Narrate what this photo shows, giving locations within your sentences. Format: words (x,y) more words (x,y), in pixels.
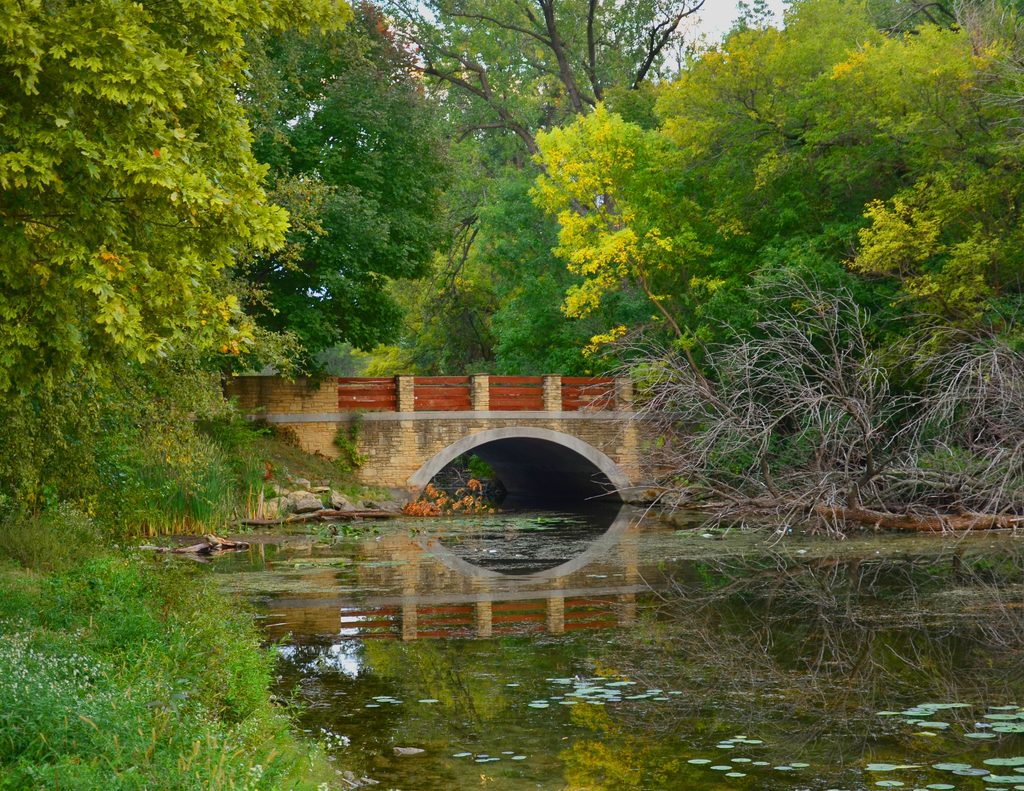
In the picture we can see water (583,754) with some leaves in it and around it we can see grass plants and trees (1012,245) and in the background (617,494), we can see a bridge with a railing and under it we can see a tunnel (561,460) and behind the bridge (478,428) we can see trees (566,59) and on the top of it we can see a part of the sky (697,42).
